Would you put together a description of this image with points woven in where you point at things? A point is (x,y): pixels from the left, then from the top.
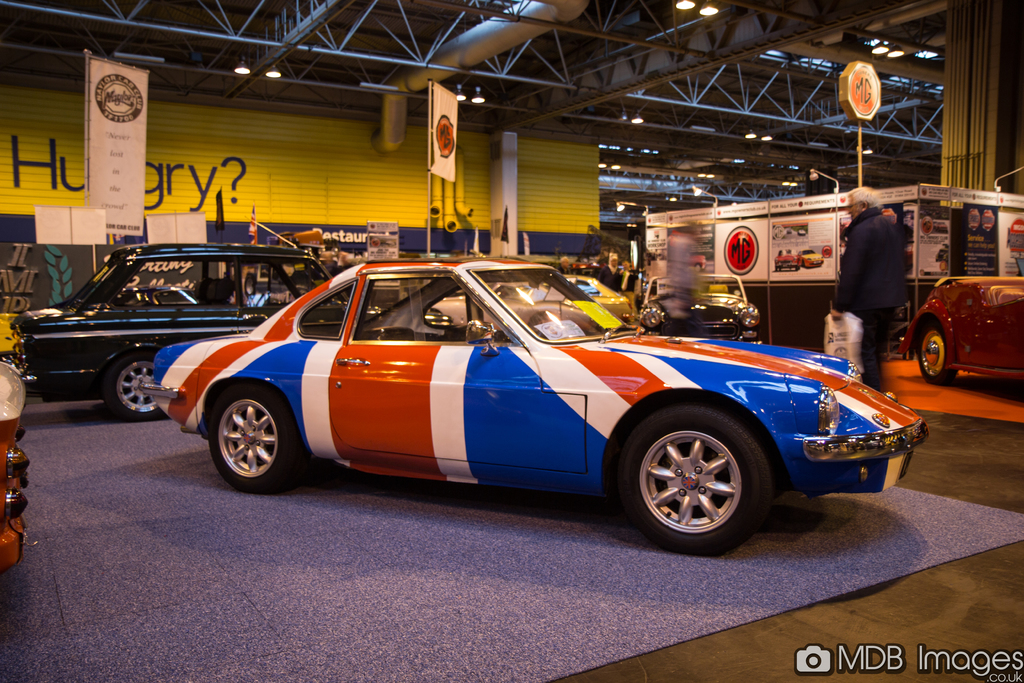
In this image I can see vehicles (456,380), banners (110,160), boards (830,274) and poles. Here I can see a person (856,290) is standing. In the background (336,185) I can see a wall (348,167) on which there is something written on it and lights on the ceiling (587,77).
